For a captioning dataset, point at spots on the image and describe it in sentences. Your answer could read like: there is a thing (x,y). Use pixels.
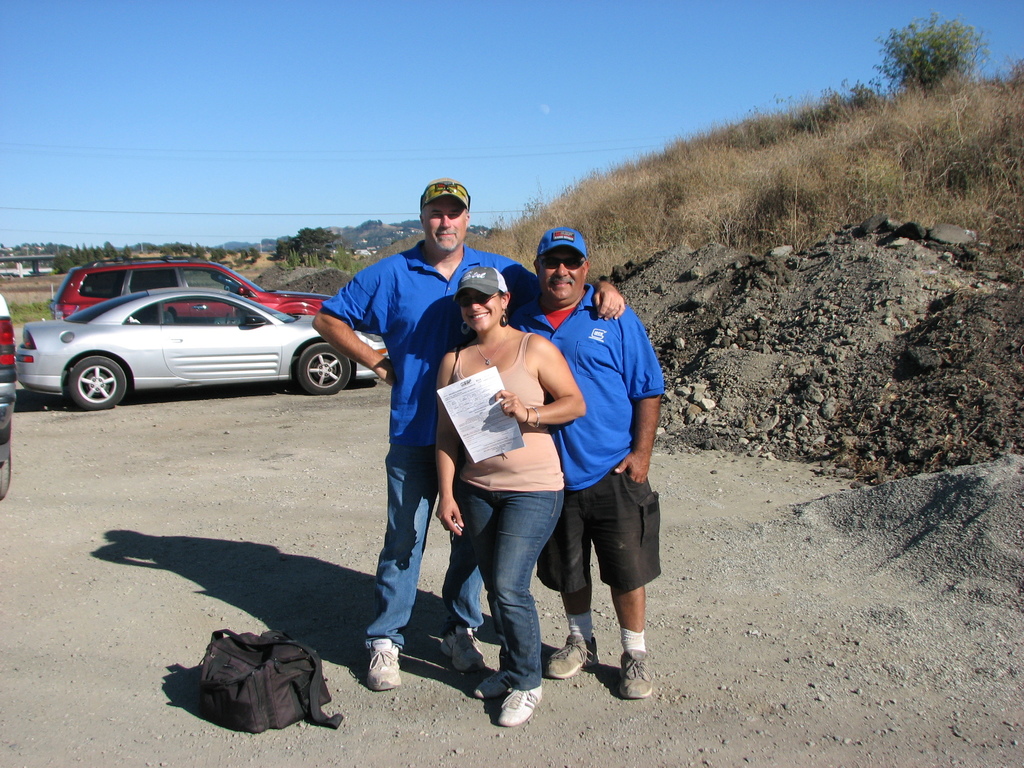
In the center of the image (508,285) we can see persons (509,458) standing on the ground (555,691). In the background (823,366) we can see cars (171,329), trees (306,246), hill (348,243), houses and sky (266,126).
